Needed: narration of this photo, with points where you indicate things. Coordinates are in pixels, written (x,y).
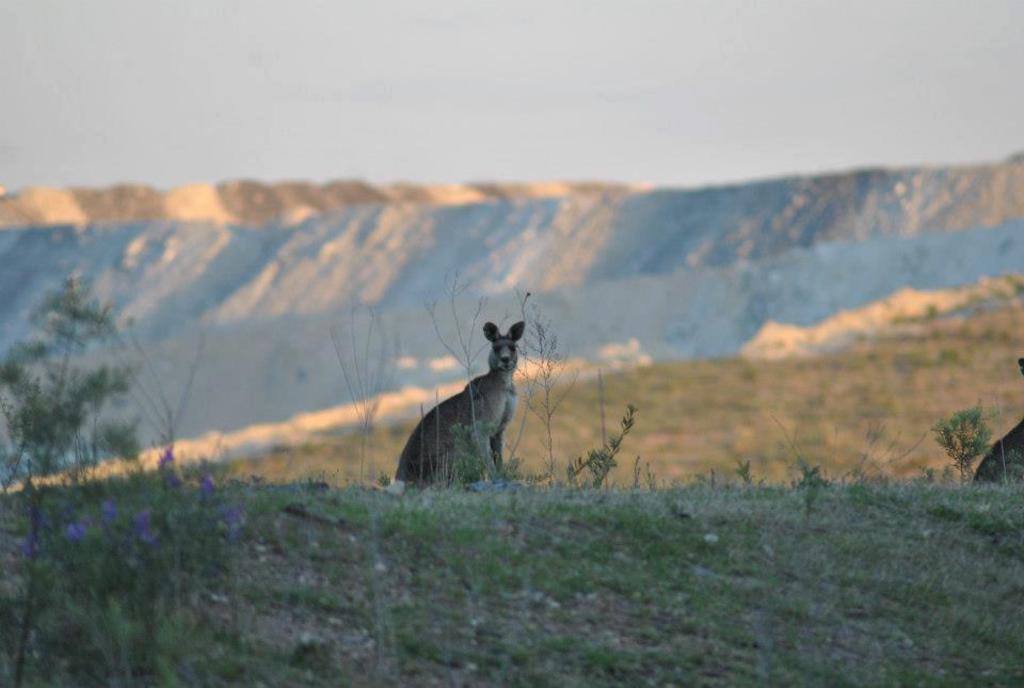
In the center of the image (494,361) an animal (450,408) is there. In the background of the image (472,275) mountains (539,262) are there. At the bottom of the image (535,617) we can see some plants (368,547) grass (797,543), ground (829,490) are present. At the top of the image (701,84) sky (720,95) is there.
